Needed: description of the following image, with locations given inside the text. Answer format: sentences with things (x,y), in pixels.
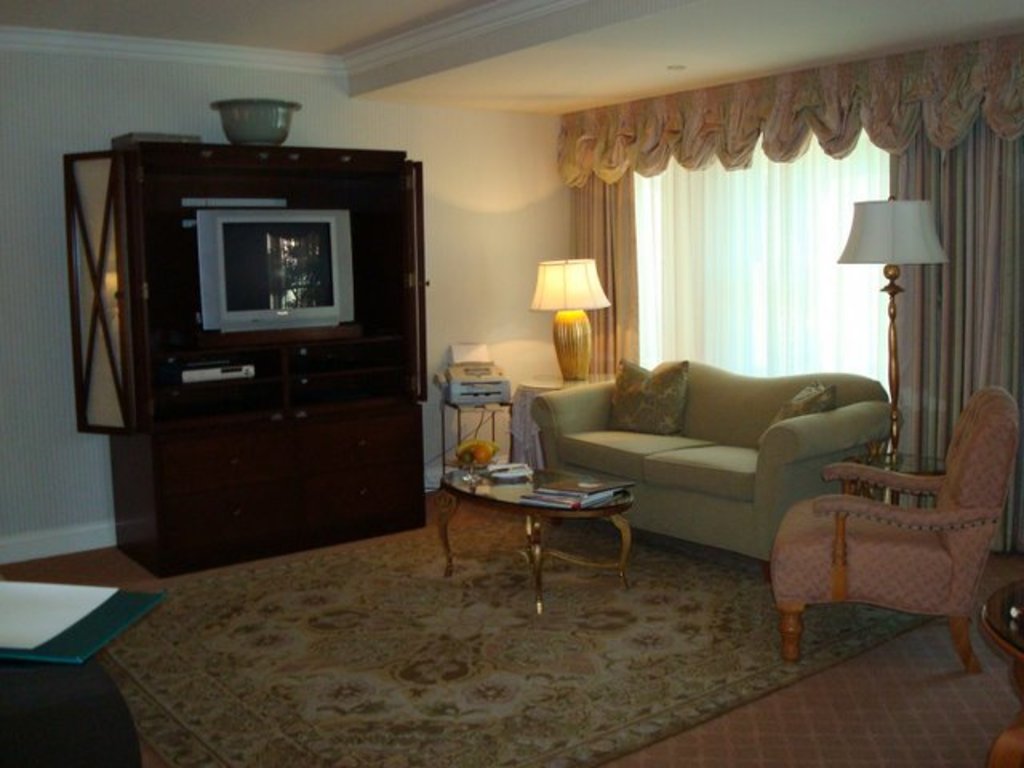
Here we can see a television (300,324) which is placed on this table (311,372). Here we can see two sofa (659,450) which are on the right side (798,436). Here we can see a table lamp (562,355) which is placed on this table (555,378). This is a wooden glass table (532,509) where books (604,487) are kept on it. This is looking like a curtain (696,199).
